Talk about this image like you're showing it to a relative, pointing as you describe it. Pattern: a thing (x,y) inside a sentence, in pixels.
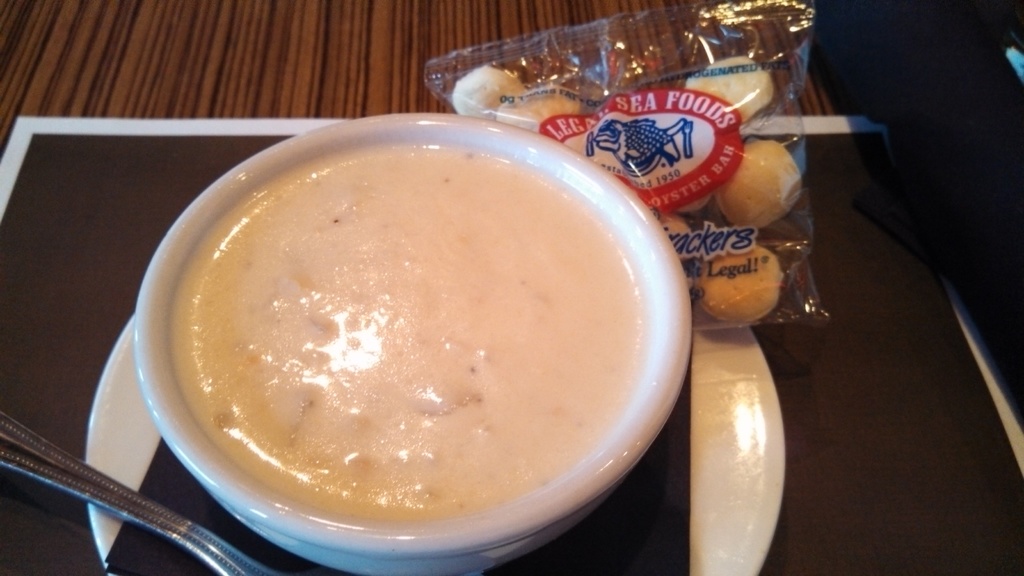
In this image we can see a bowl (504,144) with food item (420,485), packet (802,137) with food items (722,196) and spoon (229,570) are kept on the wooden surface (95,60).
